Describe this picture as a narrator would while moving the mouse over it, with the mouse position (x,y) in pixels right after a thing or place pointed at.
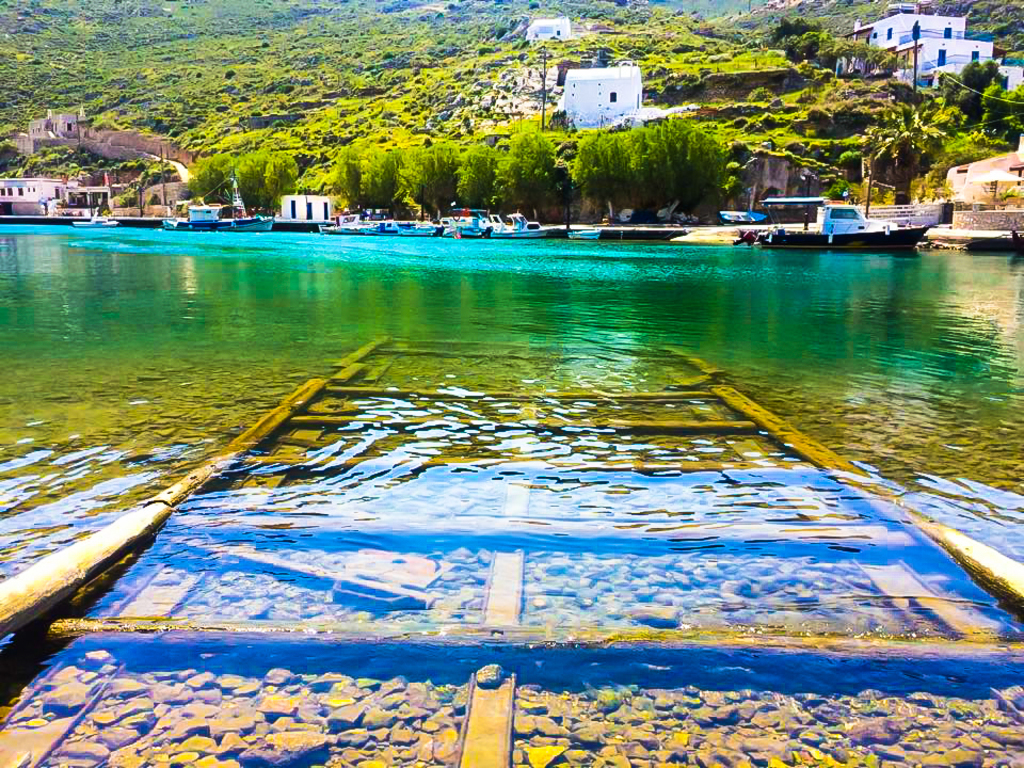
In the foreground of the image (727,477) we can see wooden poles (204,478) in the water (923,572). In the center of the image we can see group of boats (516,225) placed in water (944,270). In the background (927,34), we can see some buildings (941,34) with windows (1003,82), a group of trees (968,82) and a hill (410,51).
